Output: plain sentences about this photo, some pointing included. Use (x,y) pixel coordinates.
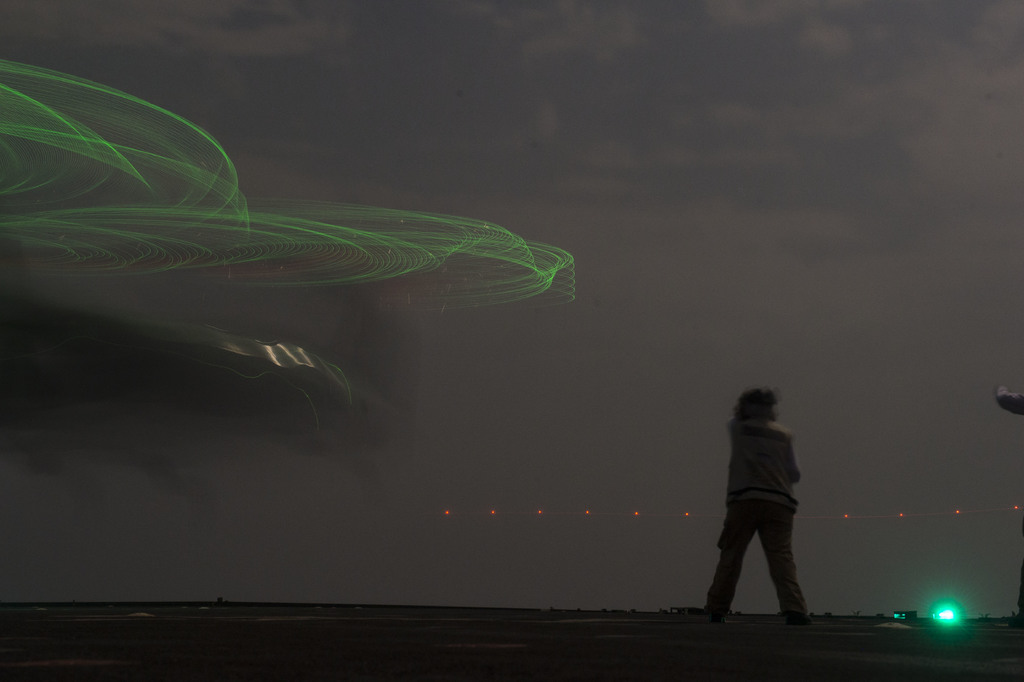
On the right side of the image (792,590) we can see a person (788,456) is standing. At the bottom of the image (356,607) we can see the ground (712,636), lights (937,619). In the background of the image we can see the lights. At the top of the image (565,116) we can see the clouds (624,107) in the sky (581,46).
